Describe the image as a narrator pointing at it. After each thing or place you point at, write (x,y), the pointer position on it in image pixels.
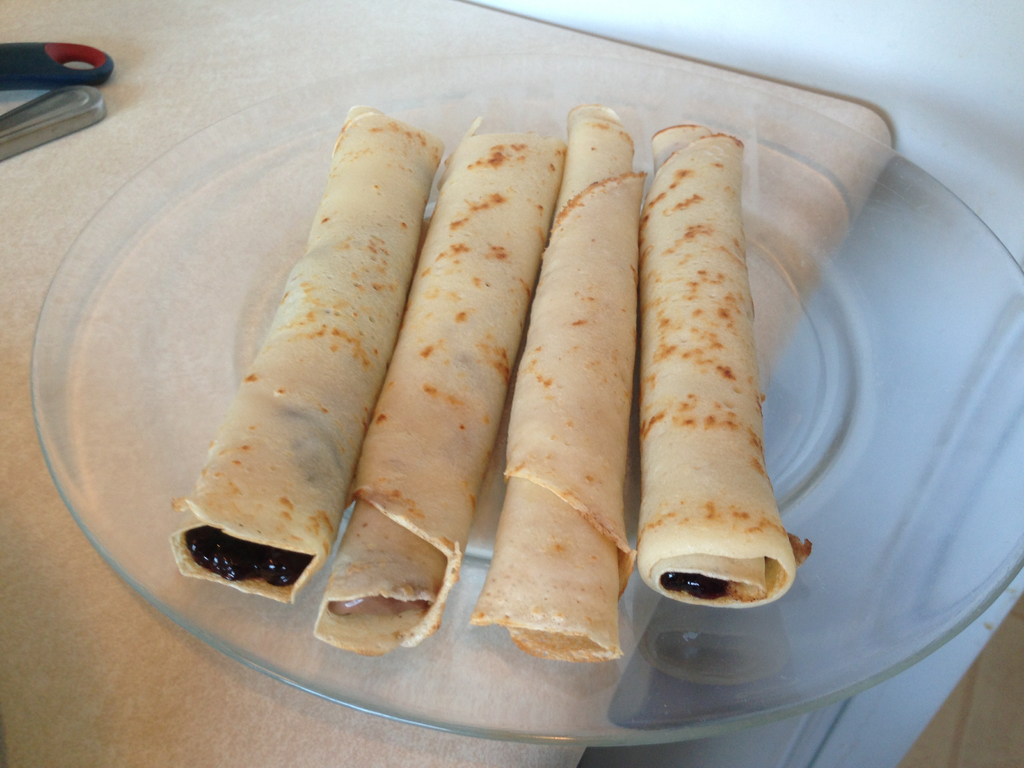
In this image we can see a plate (541,675) on a surface (227,664). On the plate (586,665) there are four rolls (453,358).
